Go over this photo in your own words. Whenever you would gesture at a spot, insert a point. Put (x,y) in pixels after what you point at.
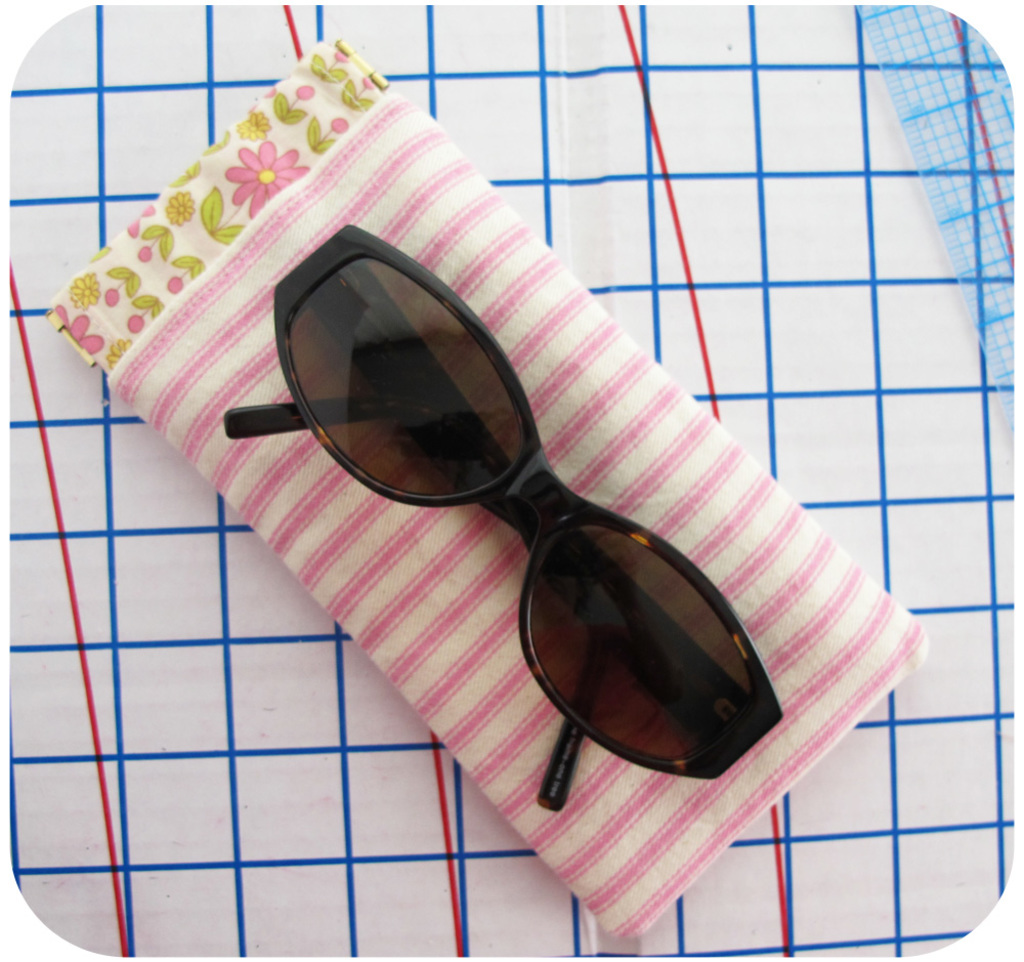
In this image we can see black color glasses (511,470) kept on the pink and white color cloth (540,344). In the background (84,110), we can see blue and red lines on the white background (787,219). Here we can see the ruler (931,187).
